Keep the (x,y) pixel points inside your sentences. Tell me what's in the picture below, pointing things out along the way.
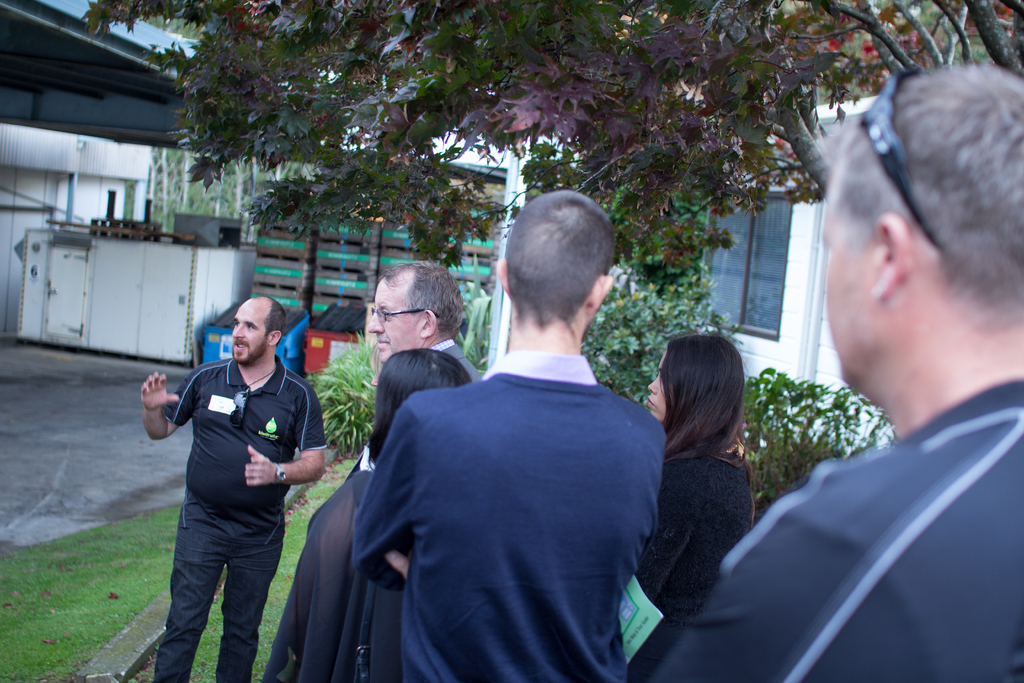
In this picture we can see some people (519,496) standing here, at the bottom (105,581) there is grass (118,575), we can see a tree (616,196) in the background (575,41), on the right side (783,318) there is a wall (804,352), we can see a window (779,317) here.
